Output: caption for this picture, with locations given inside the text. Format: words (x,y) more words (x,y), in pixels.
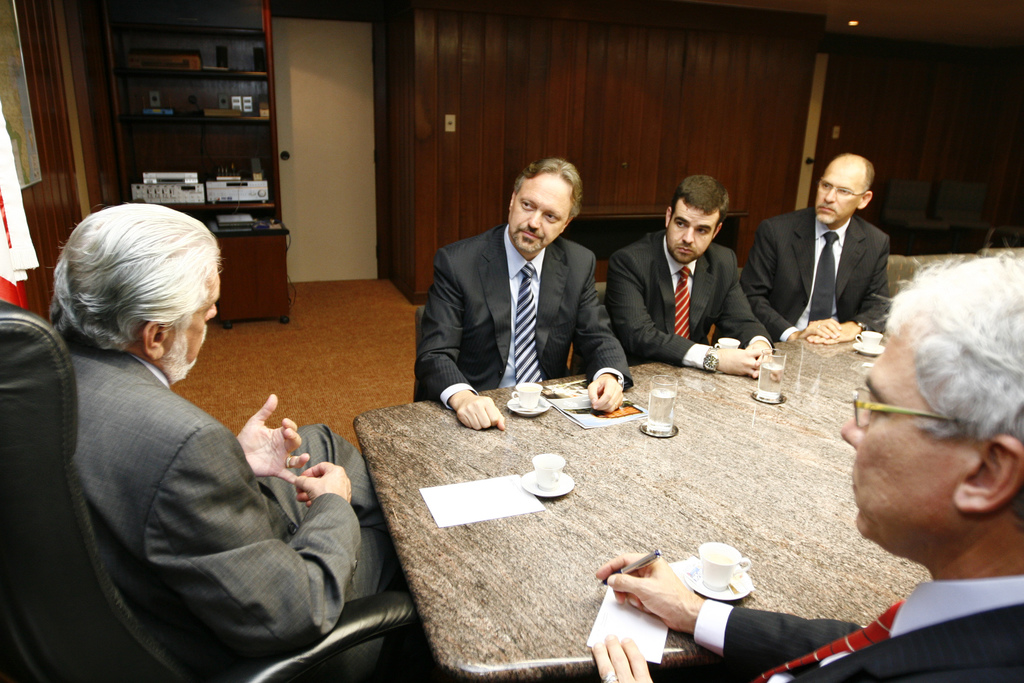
In the front of the image (32,426) we can see people (81,394) are sitting on chairs (32,426), in-front of them there is a table (533,547), on the table (533,547) there are cups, paper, water glasses (659,410) and saucers (716,595). Among them one person (892,325) is holding a pen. In the background of the image (161,25) there are cupboards (673,97), door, a rack (189,50), map (19,53), ceiling light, chairs (950,207) and objects (26,243). In that rack (247,163) there are objects (222,184).
